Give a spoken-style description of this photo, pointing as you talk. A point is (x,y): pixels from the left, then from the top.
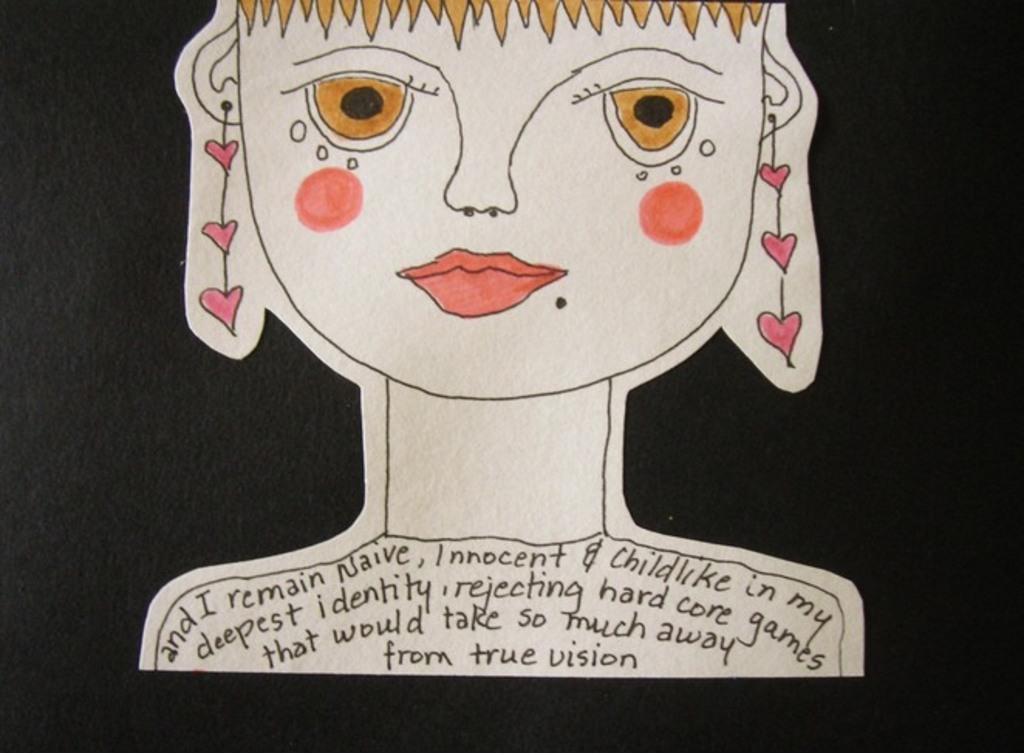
In this image there is dark background (1009,446). We can see drawing (656,155) of a girl (565,574). There is text (570,598) on her shoulders (578,606). We can see lipstick (508,290) and cheek shades (335,229).
